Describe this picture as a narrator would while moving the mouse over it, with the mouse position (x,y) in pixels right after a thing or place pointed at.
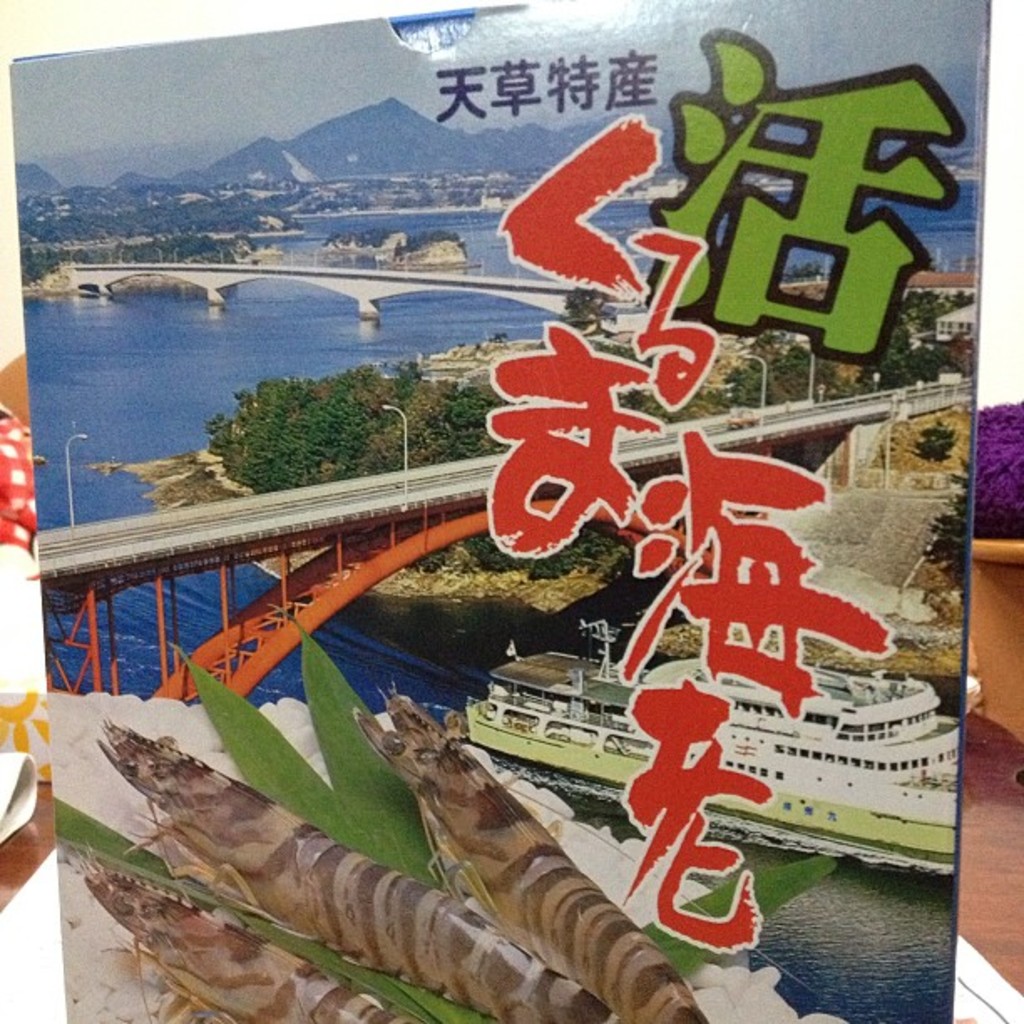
This is an edited image, in the image there is the lake (491,629), on the lake (317,242) there is a ship (588,695), bridge (270,545), trees (390,438) visible in the middle (552,665), at the bottom (663,953) there are some prawns (264,854) and leaves (336,724) visible, in the middle (497,513) there is a text (607,96) and the hill (277,151) and the sky (491,75) visible at the top (845,37).
